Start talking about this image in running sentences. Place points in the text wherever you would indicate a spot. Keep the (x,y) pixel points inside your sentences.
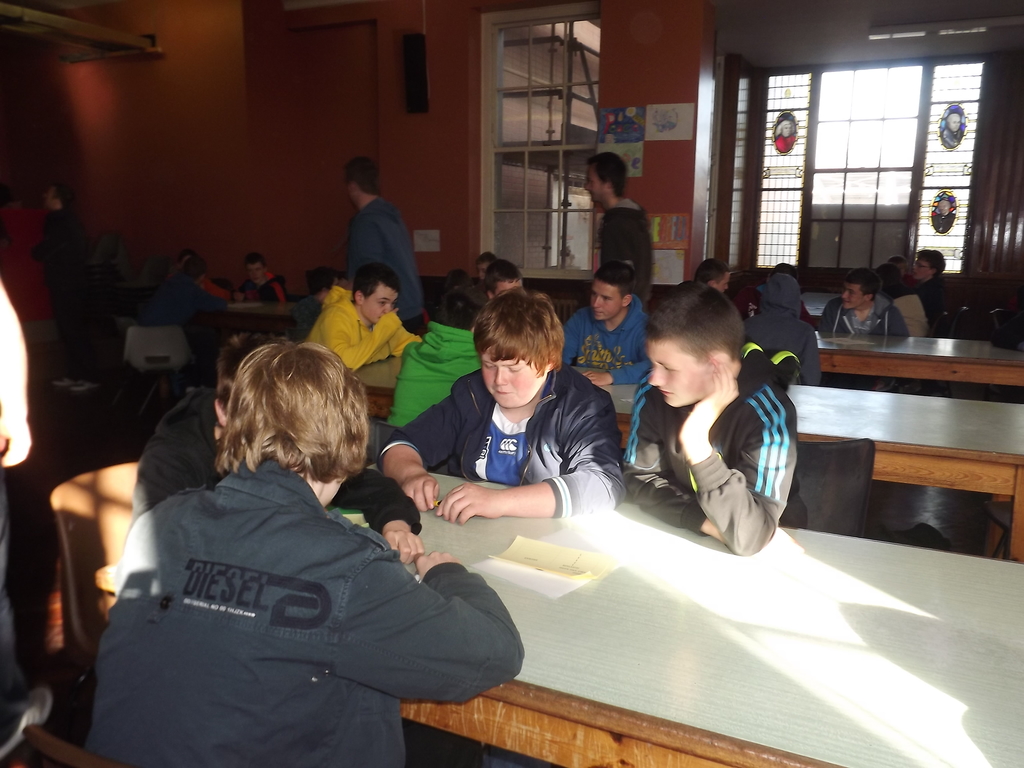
This is a picture taken in a room (222,382), there are a group of people (452,319) sitting on chairs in front of these people (612,454) there are tables (395,383) on the table (687,636) there are papers (552,547) and some people (614,248) are standing on the floor (57,440). Behind the people (358,358) there are glass window (798,195), wall (661,59) with poster (629,117) and a speaker (425,101).
